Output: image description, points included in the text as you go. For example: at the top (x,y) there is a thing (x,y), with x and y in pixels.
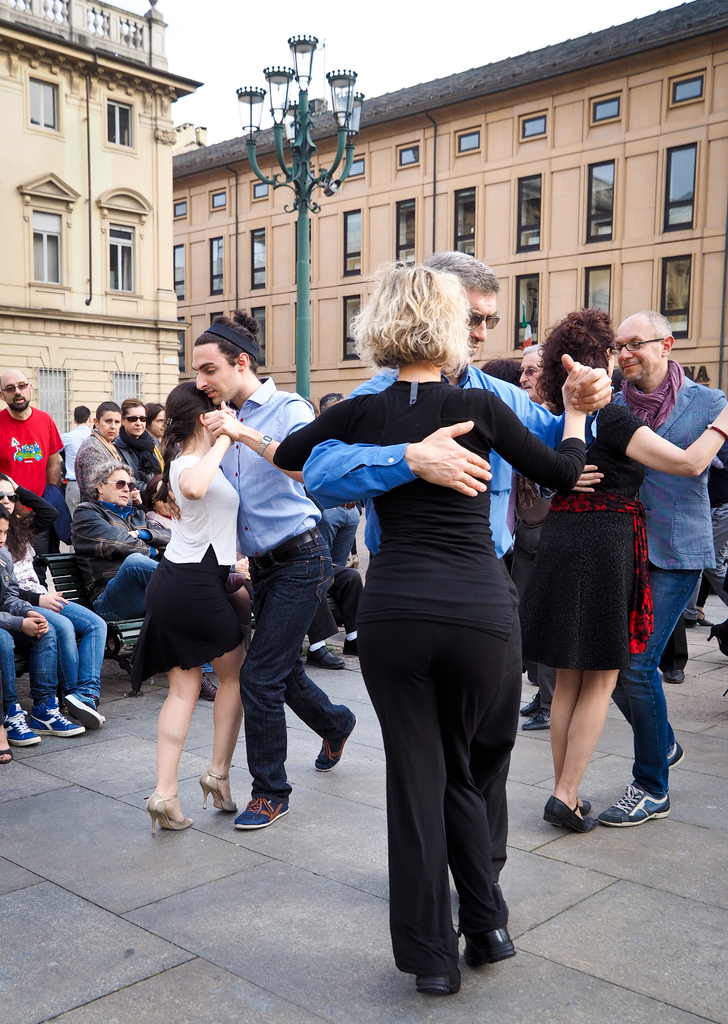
In the image there are few couples (496,496) dancing on the floor (240,917) and behind there are few people (326,634) standing and sitting looking at the performance, in the back (552,299) there are buildings (155,153) with many windows (52,249) all over it, in the middle (308,361) there is a street light (295,125) and above there is sky (225,32).
